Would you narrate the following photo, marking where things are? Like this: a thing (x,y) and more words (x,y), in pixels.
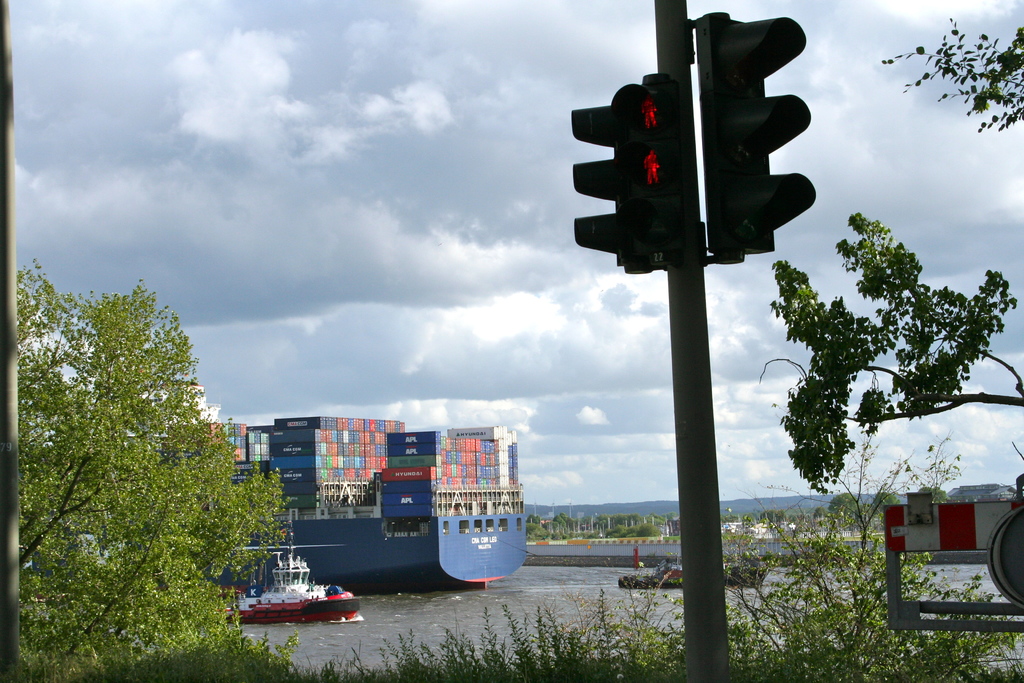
This picture is clicked outside. In the foreground (260,649) we can see the plants (887,651) and trees (156,461). On the right (710,622) there is a pole (692,379) to which the traffic lights (656,141) are attached. In the center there is a water body (419,613) containing ships (424,578) and the boats (666,568). In the background (468,370) there is a sky (503,292), trees (575,532) and some other items (572,550).
